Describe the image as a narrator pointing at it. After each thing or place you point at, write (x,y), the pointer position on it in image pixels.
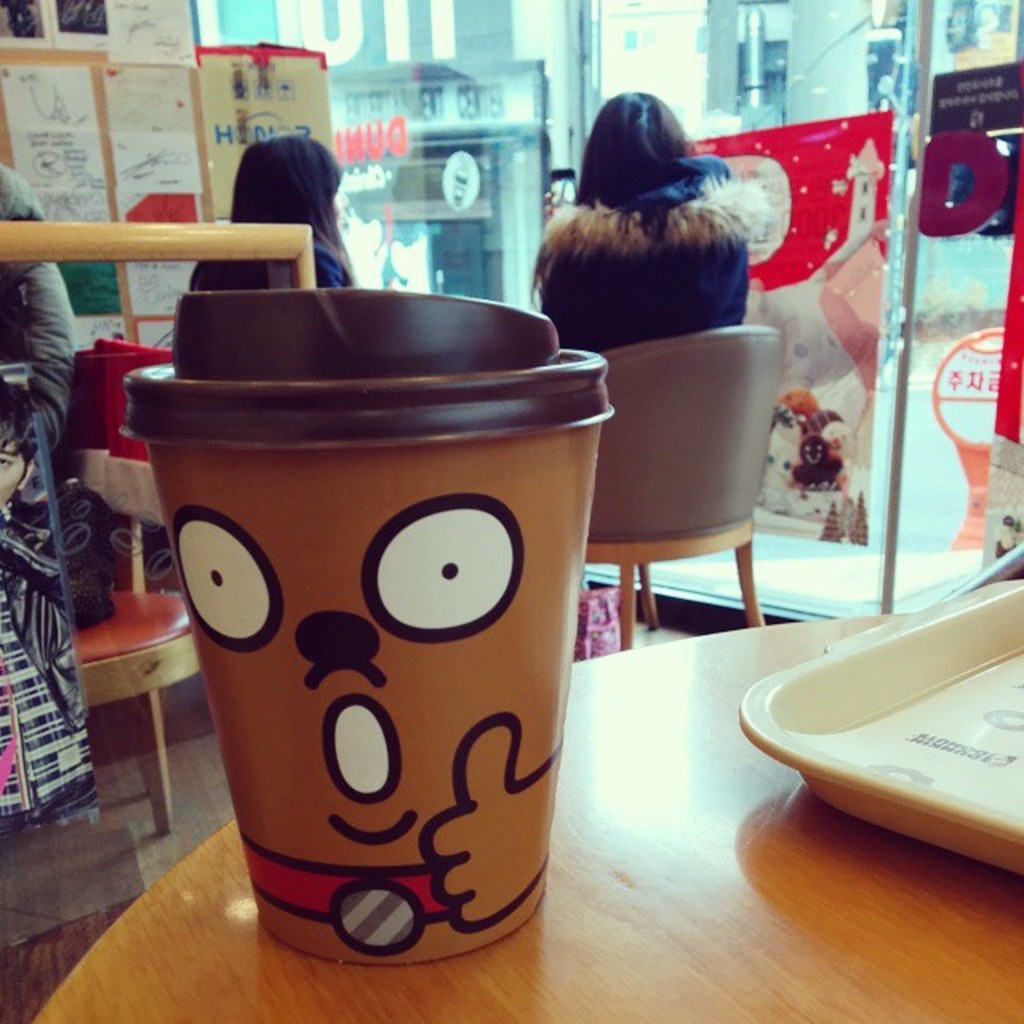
As we can see in the image there is a table (640,677) and two people (630,174) sitting over here and on table (646,693) there is a tray (898,726) and glass (374,741) and on the left side (72,93) there are posters (107,101).
